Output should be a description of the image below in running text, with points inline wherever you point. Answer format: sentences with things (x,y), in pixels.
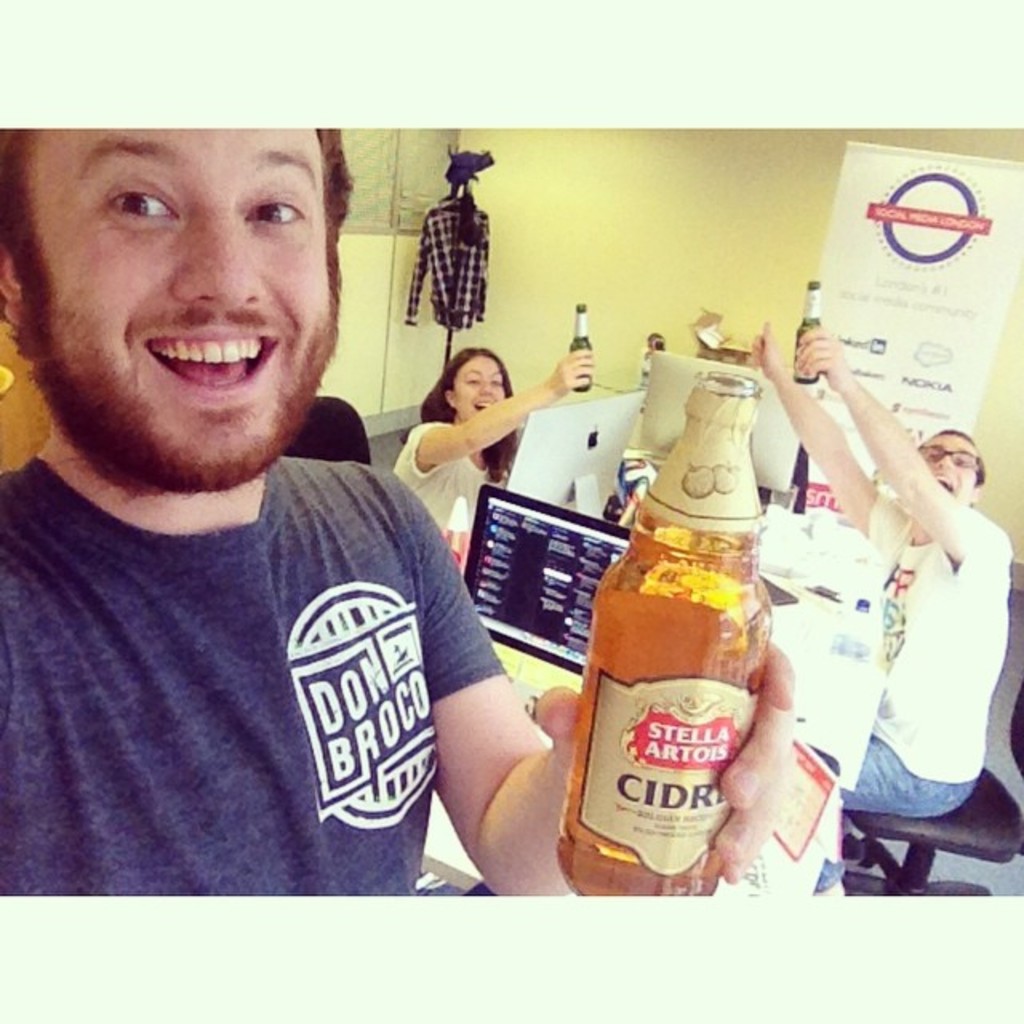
This picture describes about group of people (315,334) few are seated on the chair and few are standing, in the left side of the image (262,614) a man (265,726) is holding a bottle (657,617) in his hand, and we can see monitors (599,461) on the table (841,746). In the background (840,295) also we can see a hoarding (911,326).
